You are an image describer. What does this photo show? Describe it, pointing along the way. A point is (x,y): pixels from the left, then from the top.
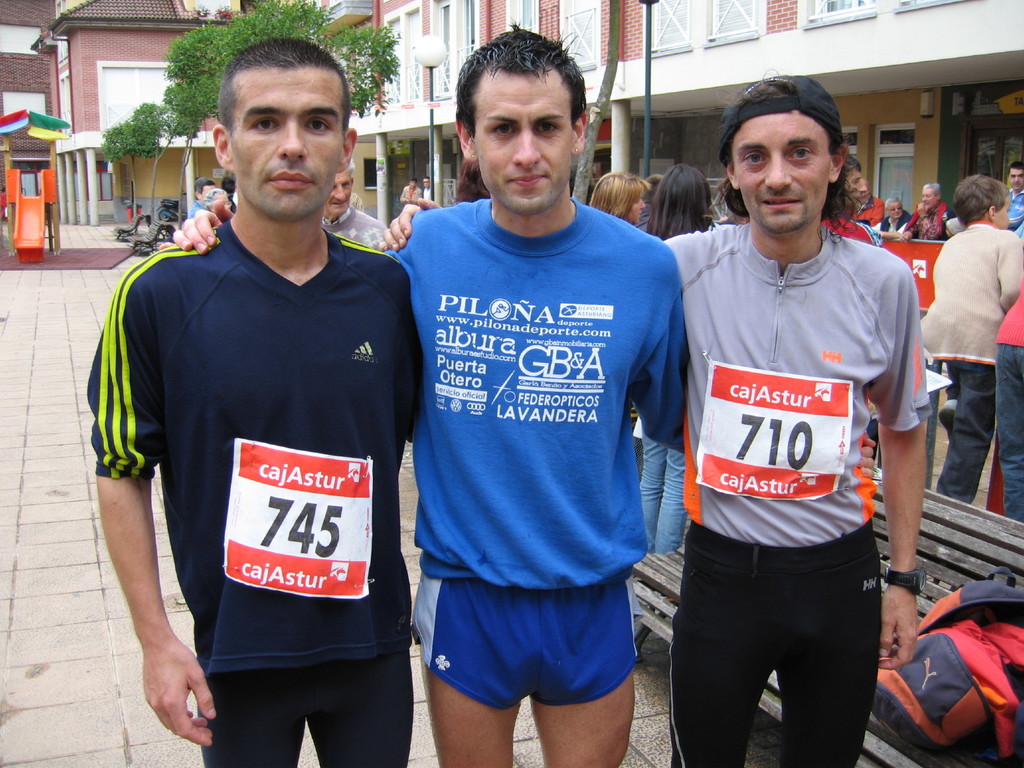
In this image in the foreground (558,489) there are three persons (493,418) who are standing, and in the background (948,294) there are a group of people (675,179) and also we could see some trees (376,62), buildings (641,52), poles (645,27). At the bottom (87,634) there is a walkway (83,664) and on the right side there is one bench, on the bench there is one bag (928,652).
